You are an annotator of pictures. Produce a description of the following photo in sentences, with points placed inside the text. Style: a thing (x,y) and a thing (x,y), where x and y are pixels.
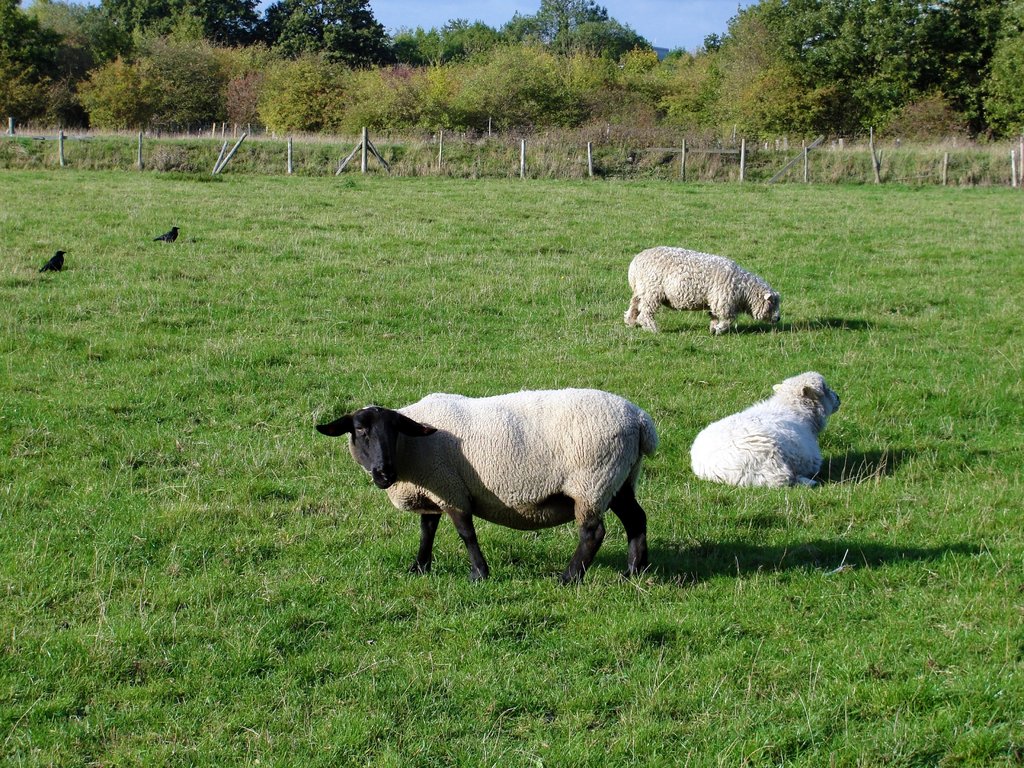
In this image I can see three sheep (597,552) and two birds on the ground (315,265). In the background (265,125) I can see a fence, trees (285,115) and the sky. This image is taken in a farm (919,347) during a day.
